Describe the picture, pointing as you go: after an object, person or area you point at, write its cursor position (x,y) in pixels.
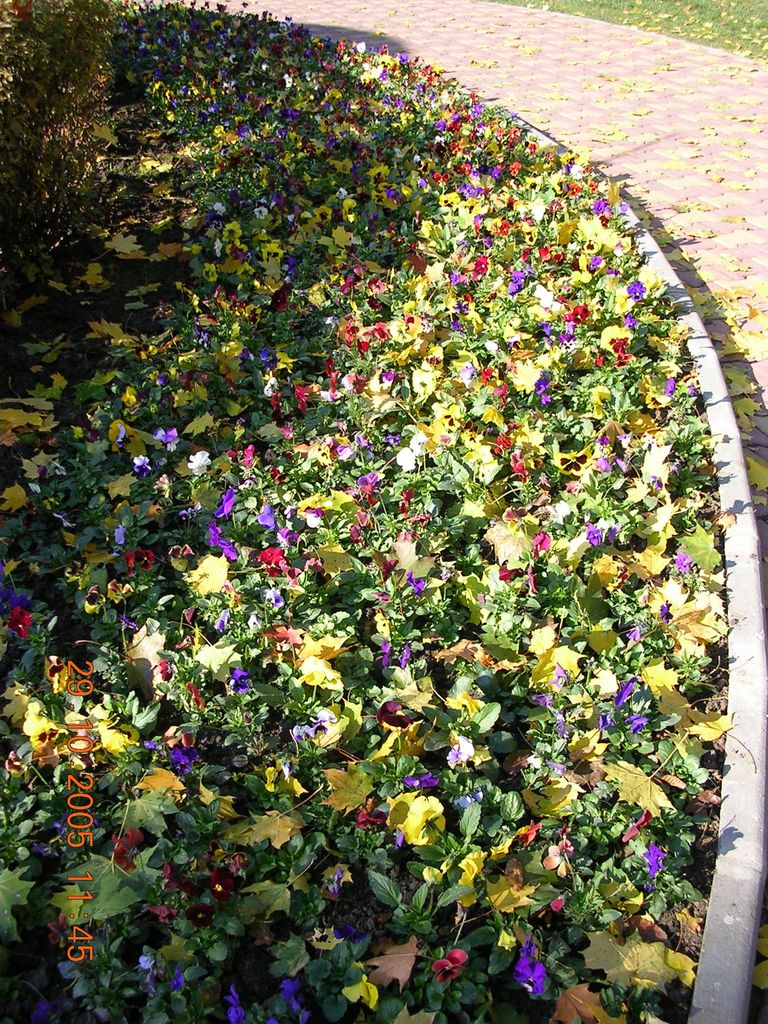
In this picture we can see some flowers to the plants (214,728), side we can see the path (661,146), on which we can see some dry leaves (766,317).
